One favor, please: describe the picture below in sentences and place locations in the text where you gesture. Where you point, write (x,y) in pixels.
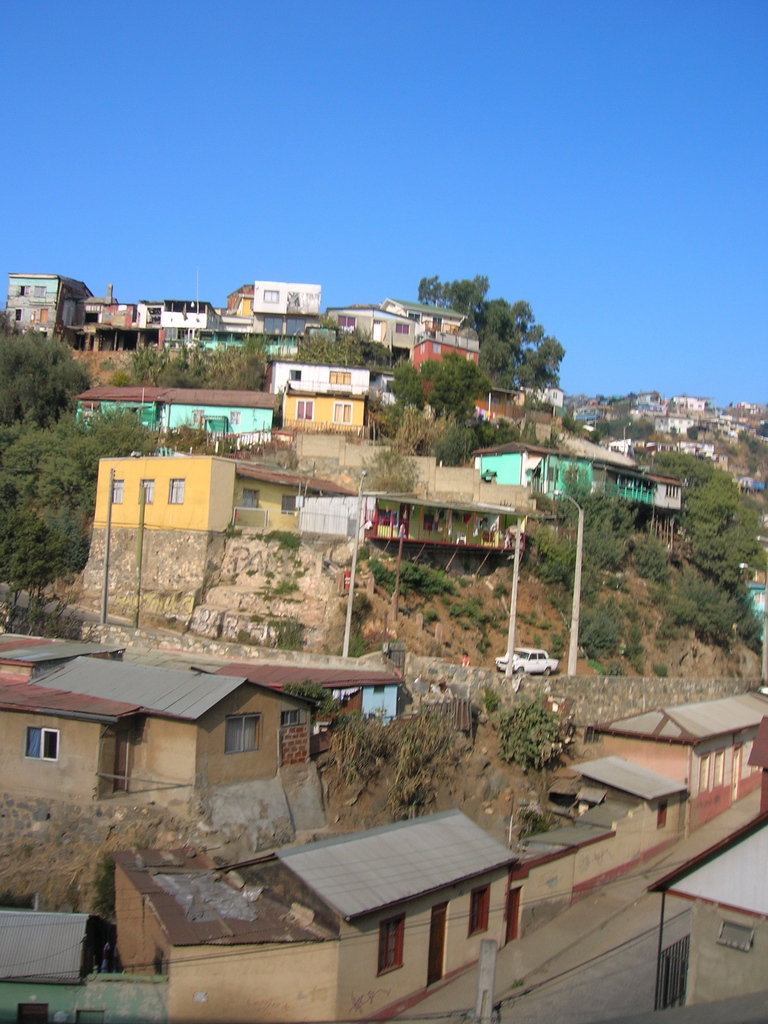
In this image we can see a two hills (10,878). There are many houses (484,540) and trees (575,527) in the image. There is a clear and blue sky (453,143) in the image. There is a car (514,669), an electrical pole (490,1006) and few cables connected to it.
